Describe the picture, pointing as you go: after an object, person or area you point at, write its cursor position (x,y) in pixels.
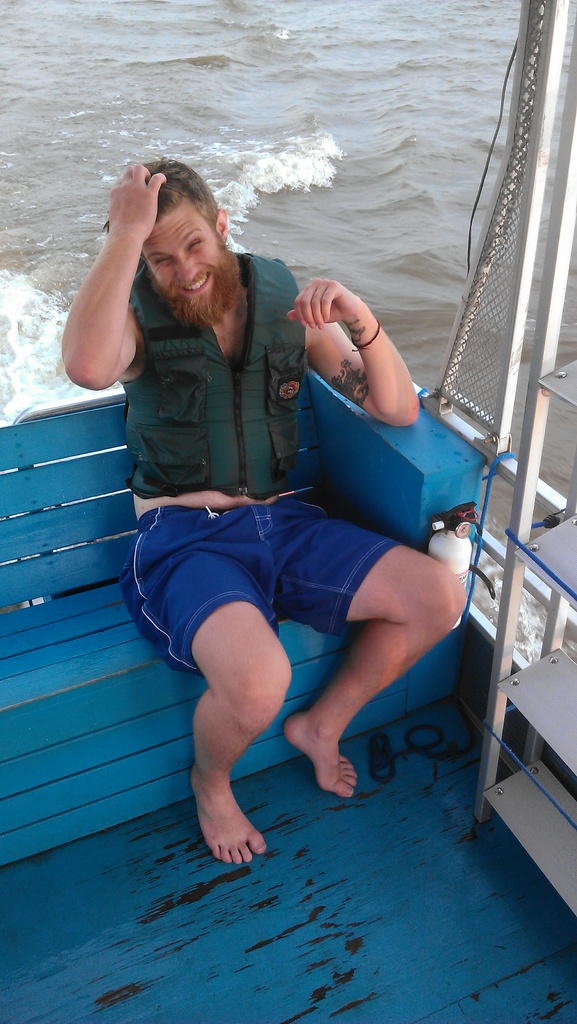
In this image I can see the person (253,579) sitting on the bench (152,699). The person (249,452) is wearing green and blue color dress (210,490) and the bench (79,655) is in blue color, background (402,62) I can see the water (298,70).
